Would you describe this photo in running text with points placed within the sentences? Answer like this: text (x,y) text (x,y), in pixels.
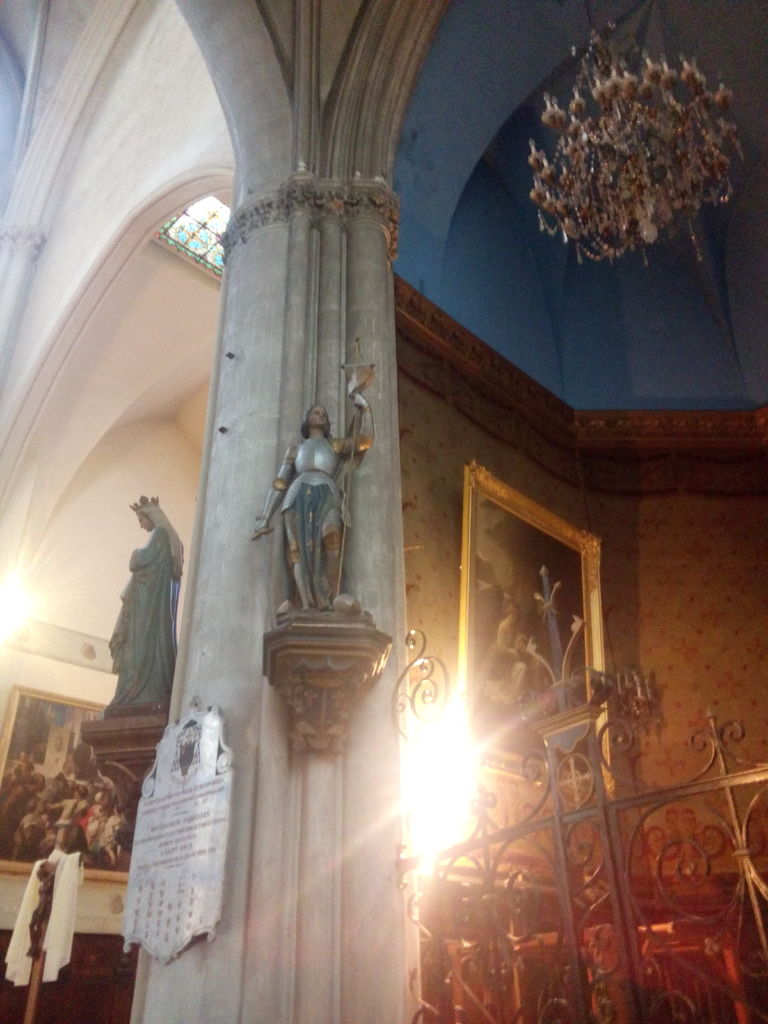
I think this picture was taken inside the building (482,444). These are the sculptures (144,611). This looks like a pillar (318,957). I can see the photo frames (58,728), which are attached to the wall (12,634). This looks like a board (182,840), which is attached to a pillar (265,826). I think this is an iron grill (617,844). This looks like a chandelier (624,105), which is hanging. I think this is a window (201,232).
